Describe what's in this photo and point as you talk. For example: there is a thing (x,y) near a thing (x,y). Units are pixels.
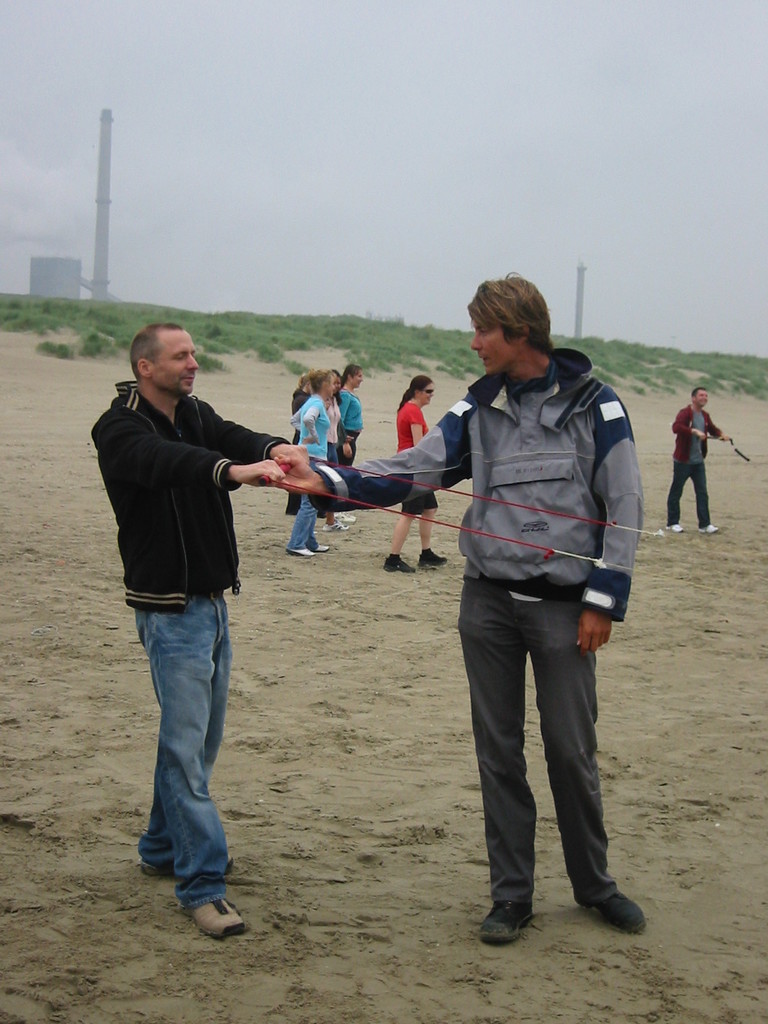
In this image we can see few people (409,441). On the ground (236,651) there is sand (331,778). Two persons (323,499) are holding ropes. In the back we can see pillars (582,309). In the background (326,183) there is sky (471,175).
